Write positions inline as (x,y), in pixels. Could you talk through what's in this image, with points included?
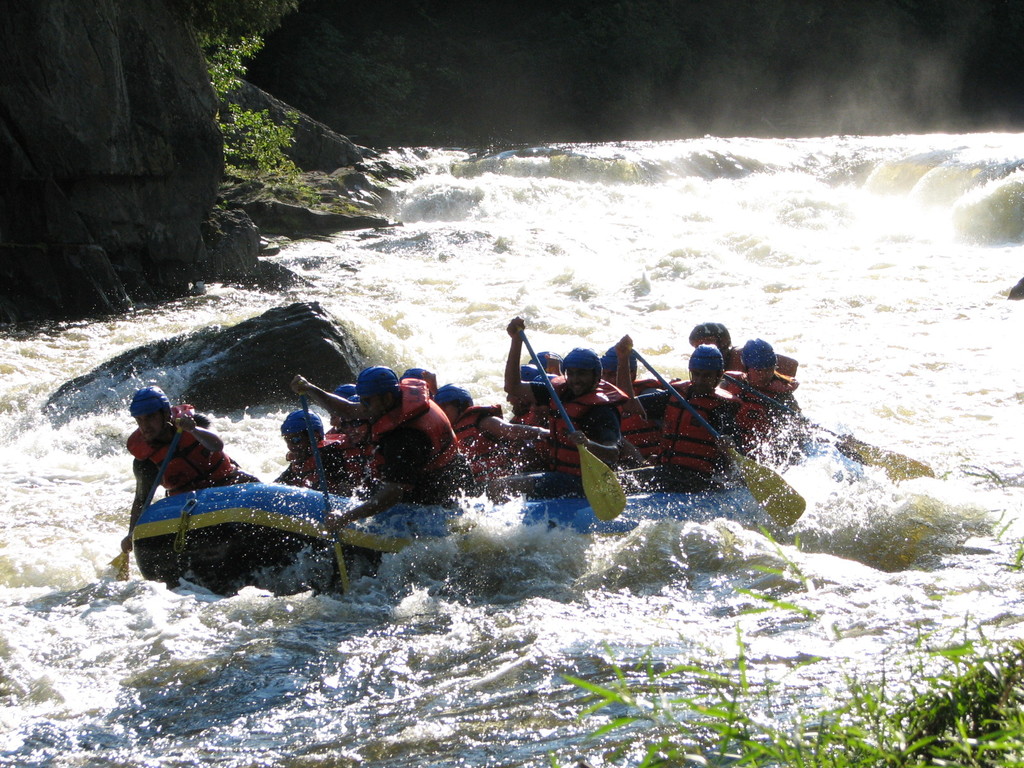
In this image, we can see a few people (478,467) rafting. We can see some stones (254,334) and plants (250,56). We can also see some grass (1000,700) on the bottom right corner (992,718).
